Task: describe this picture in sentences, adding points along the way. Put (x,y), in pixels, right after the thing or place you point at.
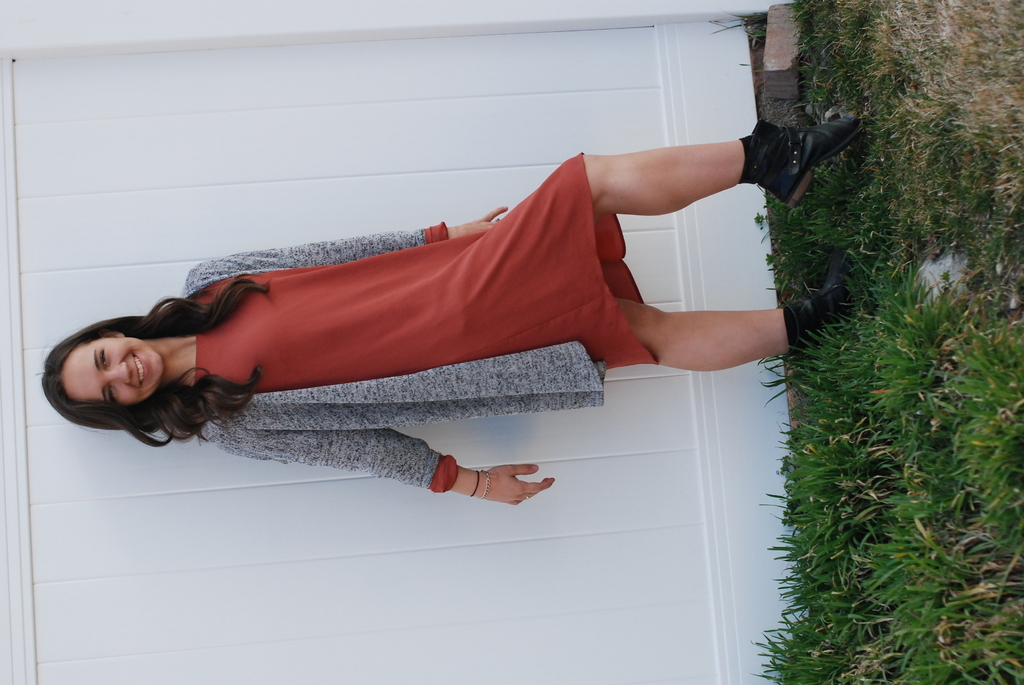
In this image we can see a woman (450,406) standing on the grass (931,212) and wearing a red dress (470,348).
